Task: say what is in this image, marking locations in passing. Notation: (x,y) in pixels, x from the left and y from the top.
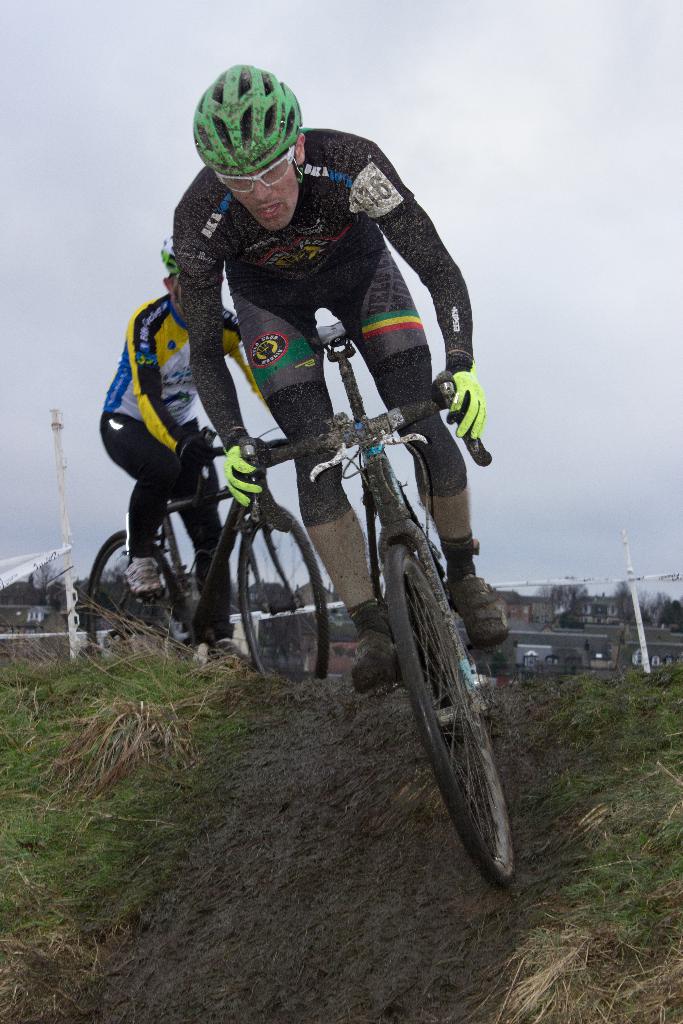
In this image we can see there are two people (355,668) riding bicycles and the background (615,185) is the sky (621,208).
